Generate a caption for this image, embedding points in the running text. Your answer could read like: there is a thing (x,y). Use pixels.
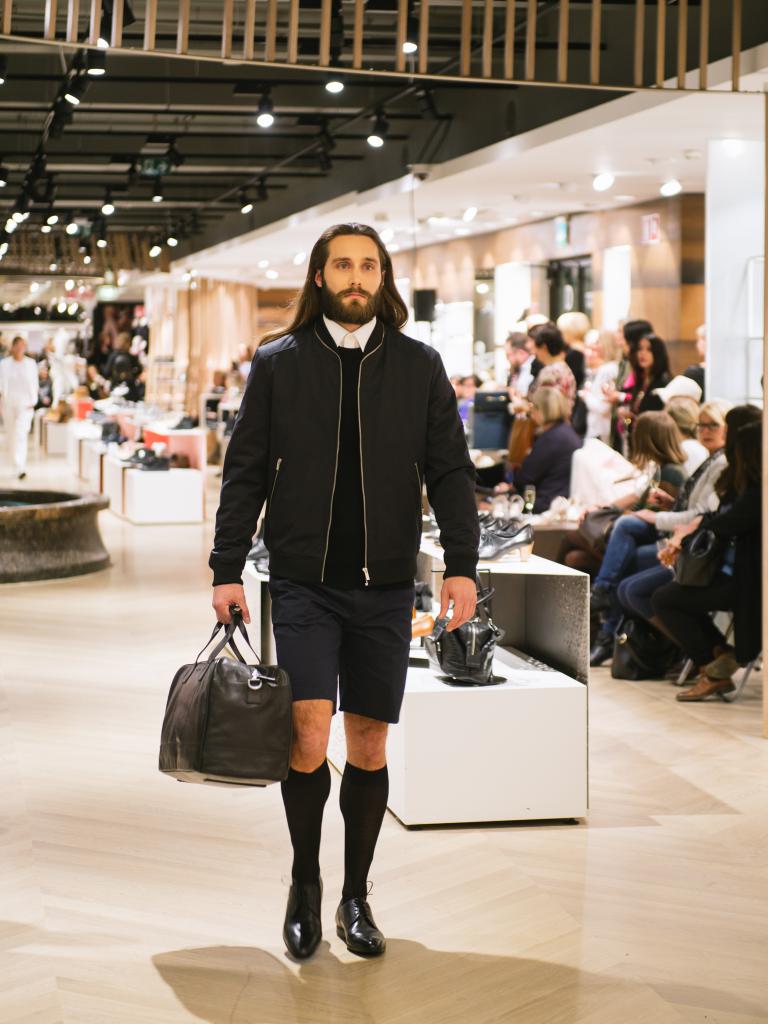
In this picture we can see a man (465,589) wearing black jacket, black short (397,679) and black shoe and holding a black bag (287,715) behind him there are a group of people (511,373) sitting on the chairs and in front of them there are some desk (439,551) on which some things (496,645) are placed.
